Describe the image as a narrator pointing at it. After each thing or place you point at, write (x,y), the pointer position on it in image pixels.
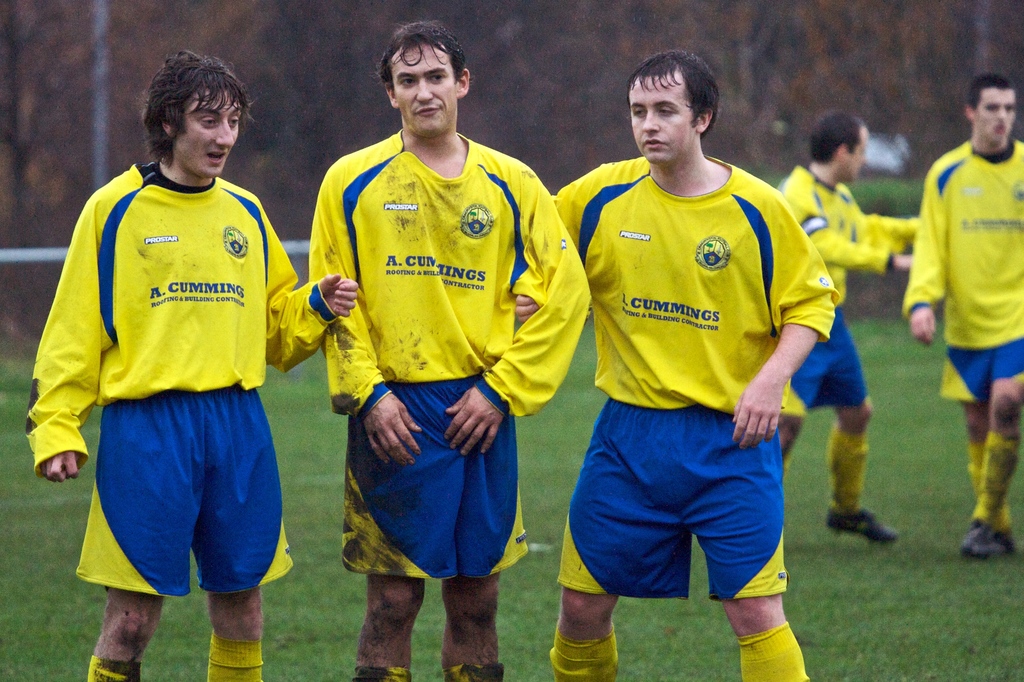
In this image we can see a few sports persons (526,291) are talking to each other. There is a playground (837,546) in the image.
